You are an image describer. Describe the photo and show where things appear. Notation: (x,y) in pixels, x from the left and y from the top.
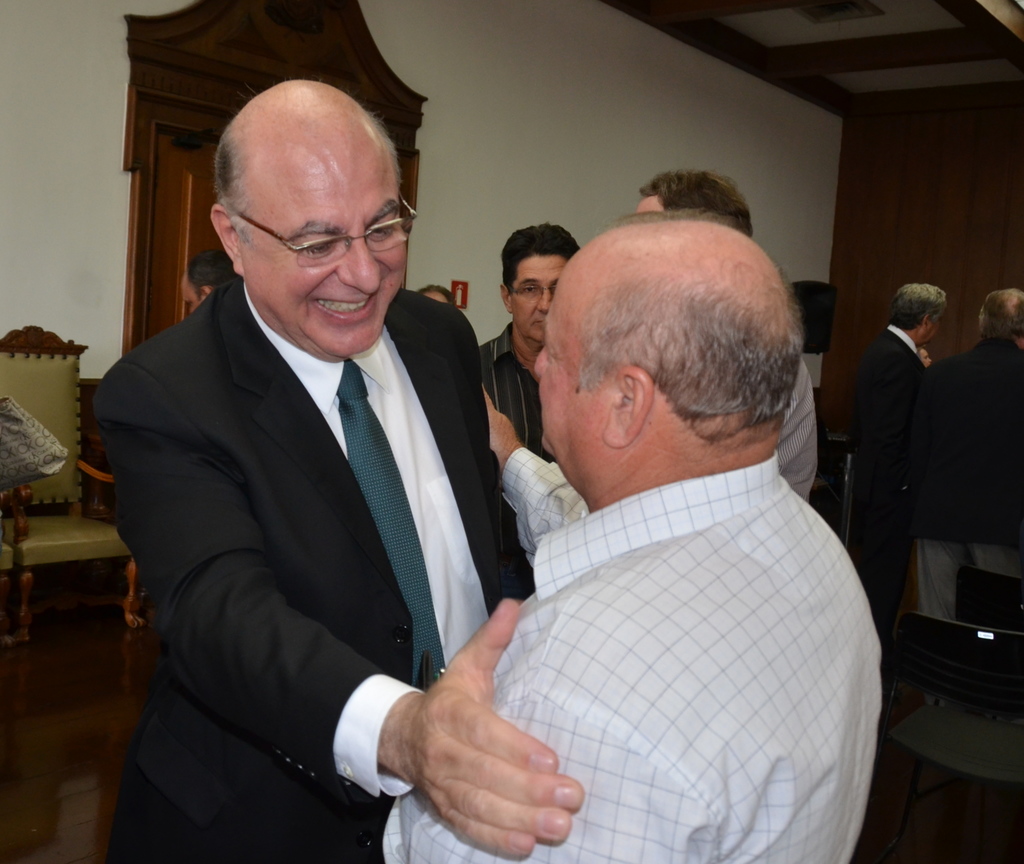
In this image, we can see two people (539,622) are holding each other. Here a person (382,524) in a suit (292,442) is smiling. Background (934,679) we can see few people (982,543), chairs (980,585), few objects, wall (86,254) and floor (51,743).
